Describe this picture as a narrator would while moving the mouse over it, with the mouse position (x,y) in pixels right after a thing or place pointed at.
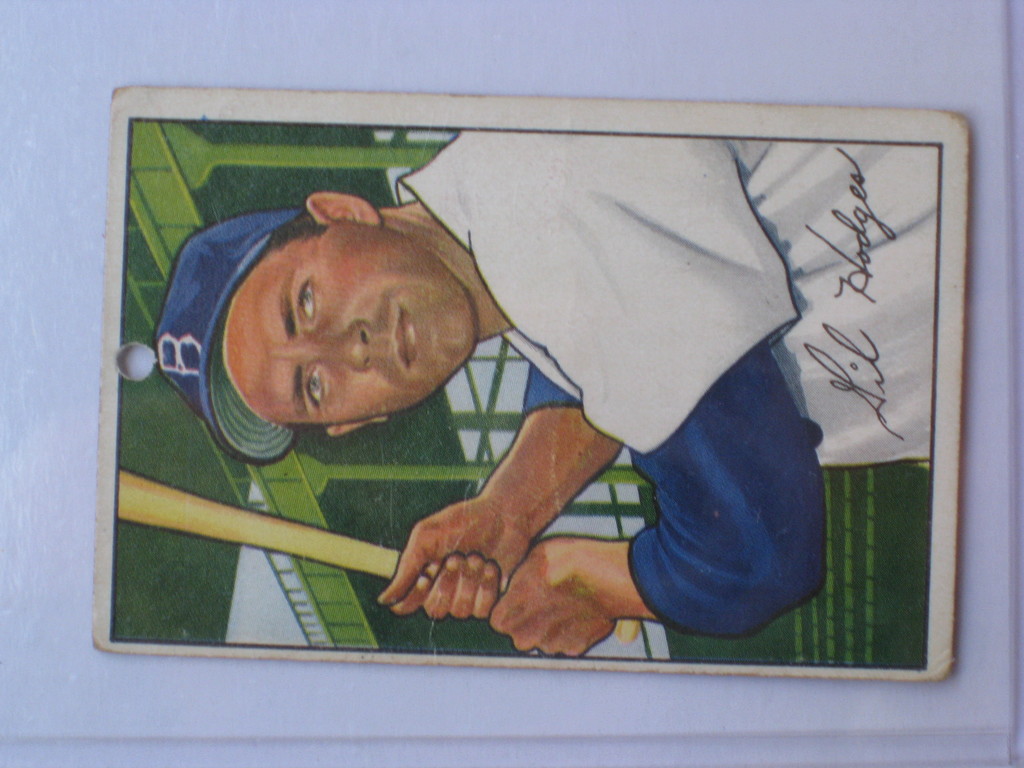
In this picture we can see photograph of the playing card (255,325). In the front (747,323) there is a player (698,320), wearing white shirt (686,317) and playing the baseball. Behind there is a green color metal bridge (318,468).
